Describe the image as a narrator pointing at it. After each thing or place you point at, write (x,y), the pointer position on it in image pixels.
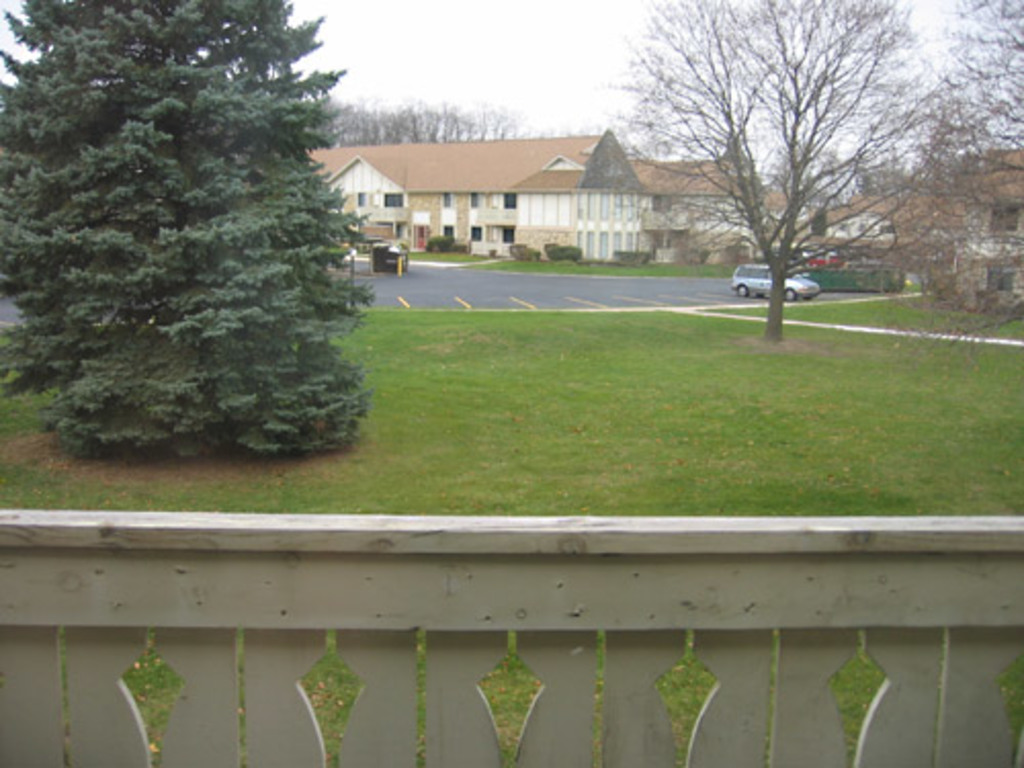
This picture is clicked outside the city. At the bottom of the picture (575,584), we see a wall railing (541,623). Beside that, we see grass (545,380) and trees (819,216). There are vehicles (830,266) parked on the road (729,278). In the background (509,217), there are trees (322,130) and buildings (472,203) in white color. At the top of the picture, we see the sky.
